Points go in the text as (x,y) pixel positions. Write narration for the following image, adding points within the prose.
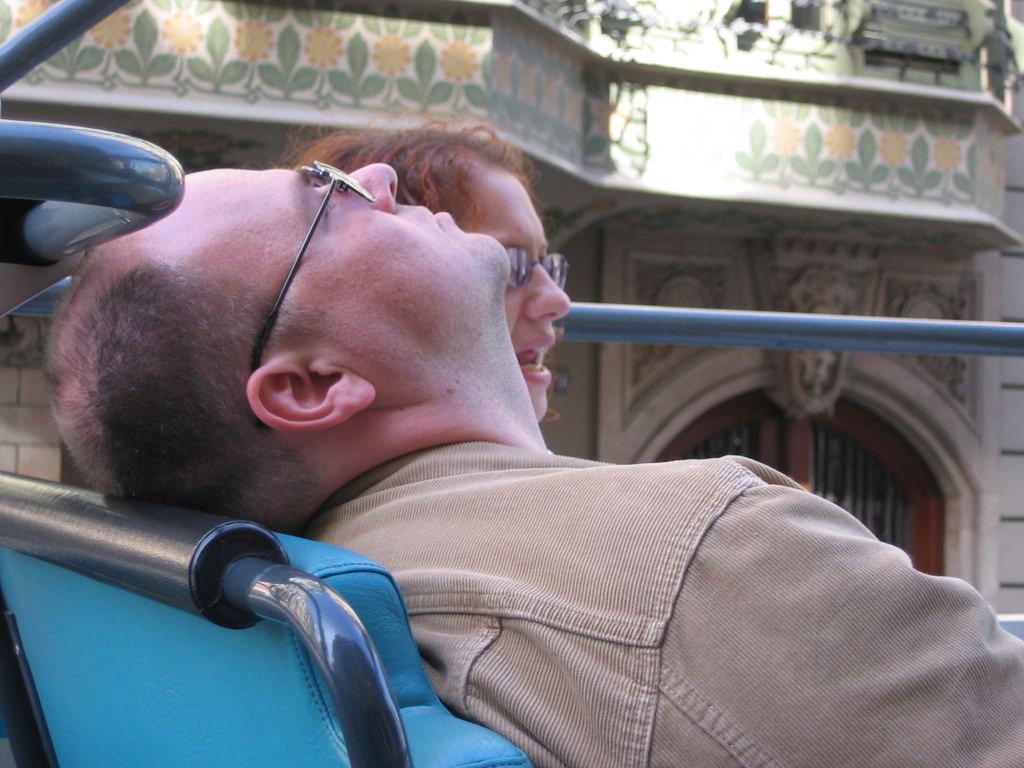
In front of the image there is a man (292,526) with spectacles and he is sitting on the seat (149,548). Beside him there is a lady (530,306) with spectacles (513,269). And in front of the image there are rods (965,344). Behind them in the background (726,236) there is a wall (990,288) with designs (847,145) and windows (842,430).
